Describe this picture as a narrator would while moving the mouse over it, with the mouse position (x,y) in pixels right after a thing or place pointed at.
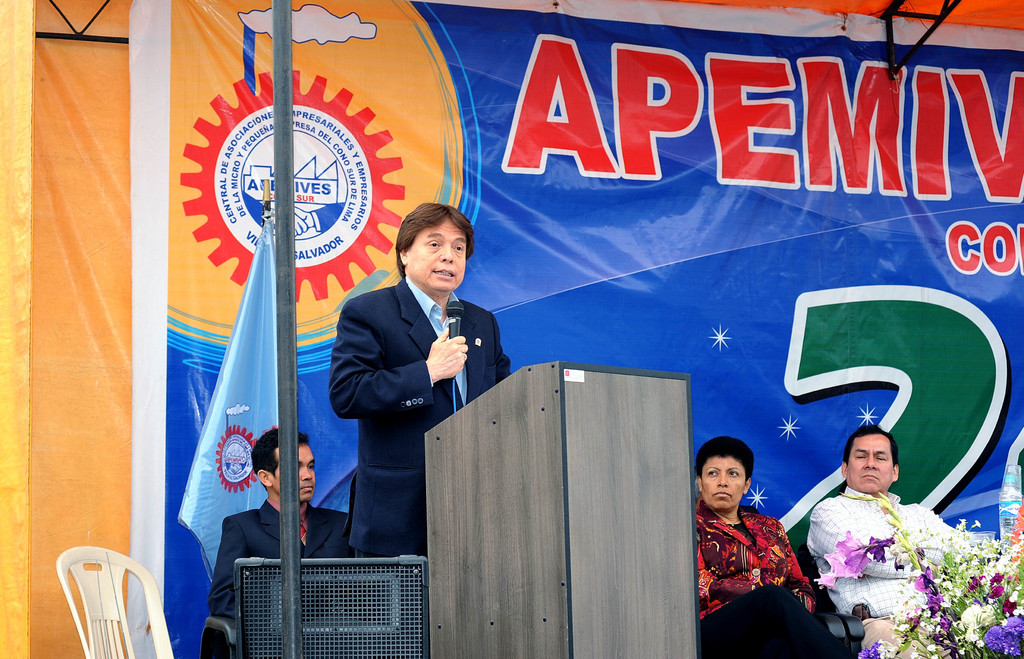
In this image we can see few people (878,611) are sitting on the chair (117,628). There is loudspeaker (302,608), a podium (511,453), a banner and a bouquet (935,597) in the image. A man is holding a microphone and speaking into it.
